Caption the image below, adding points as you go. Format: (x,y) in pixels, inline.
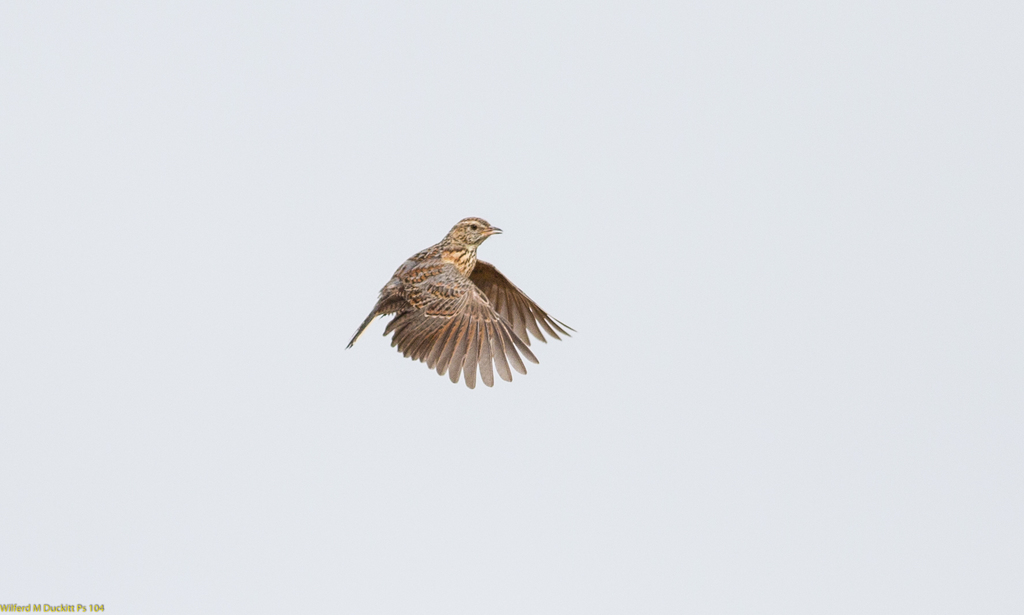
In this image there is a bird (475,278) flying in the sky (384,342).
